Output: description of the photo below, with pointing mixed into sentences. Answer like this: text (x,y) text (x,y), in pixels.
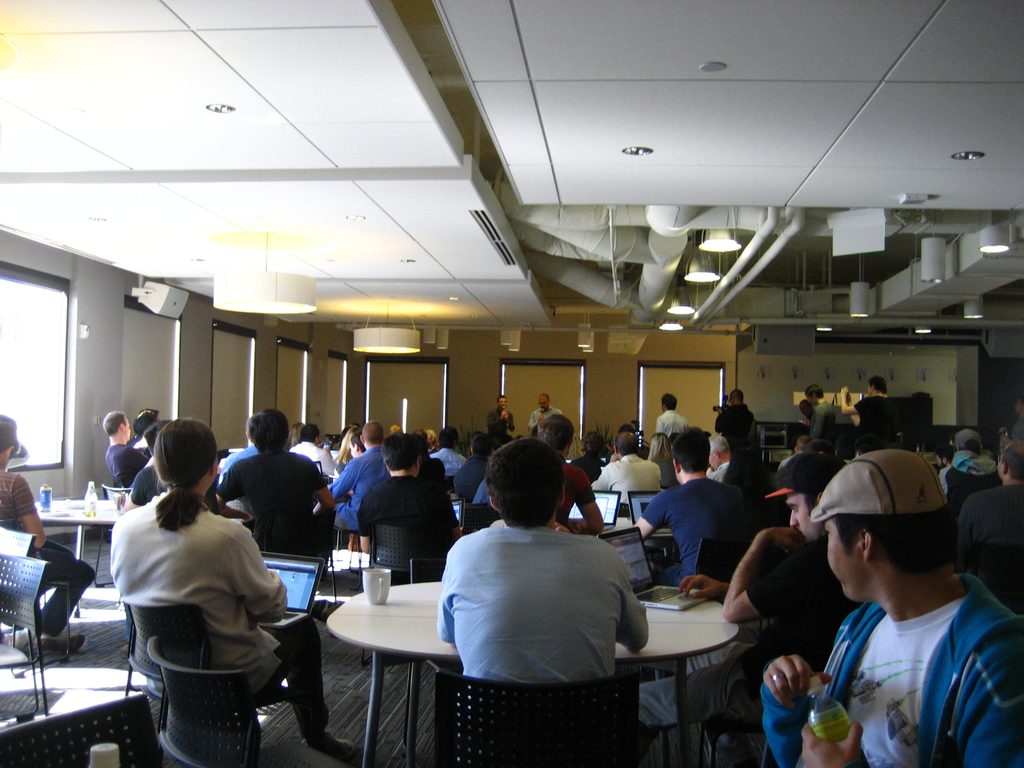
PIcture is taken in a room (69,661), here group of people (937,636) are sitting in chairs (183,684). Person (232,641) at the left bottom of the image (252,668) having a laptop (272,558) in his lap (310,628). There is a table (366,629) on which a cup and laptop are there. At the back (888,385) few members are standing. Lights (429,343) are attached to the roof (785,200). Person (793,764) at right corner (786,701) holding a bottle (811,704) is wearing a cap (904,512).
